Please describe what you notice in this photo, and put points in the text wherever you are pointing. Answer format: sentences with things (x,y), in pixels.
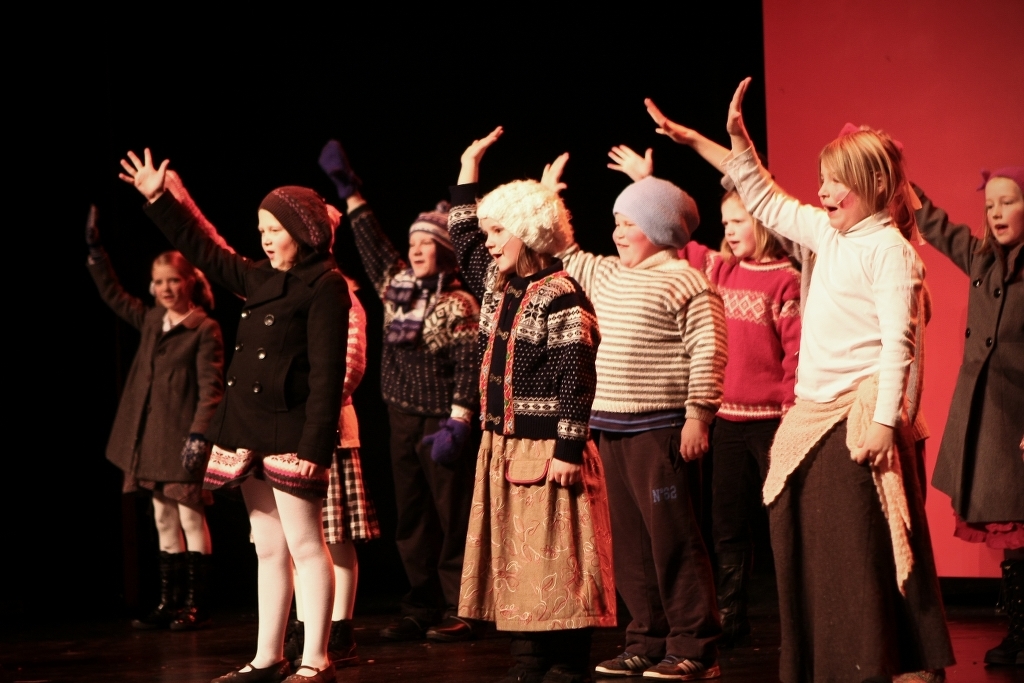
In this image, we can see a group of kids (590,590) are standing and raising their hand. Few are smiling. Background (472,100) we can see black and red color.
